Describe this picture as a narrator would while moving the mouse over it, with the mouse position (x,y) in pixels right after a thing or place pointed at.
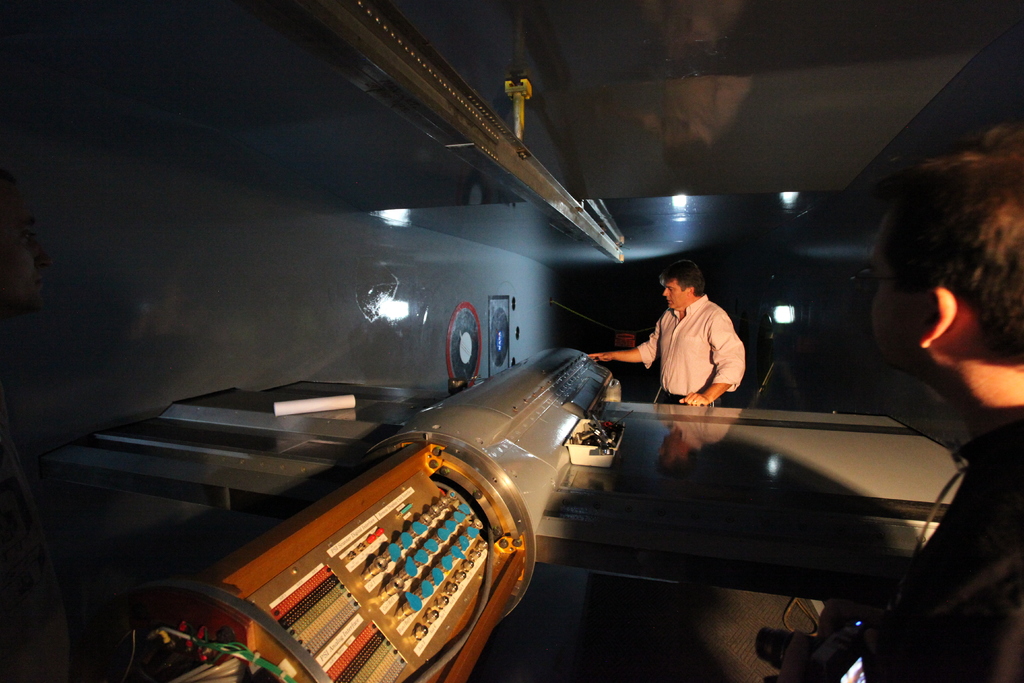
There is an electrical machine (499,494) in the middle of this image (466,434), and there are two persons (690,377) standing on the right side of this image (702,371) and there is a wall (246,361) in the background (493,280).
